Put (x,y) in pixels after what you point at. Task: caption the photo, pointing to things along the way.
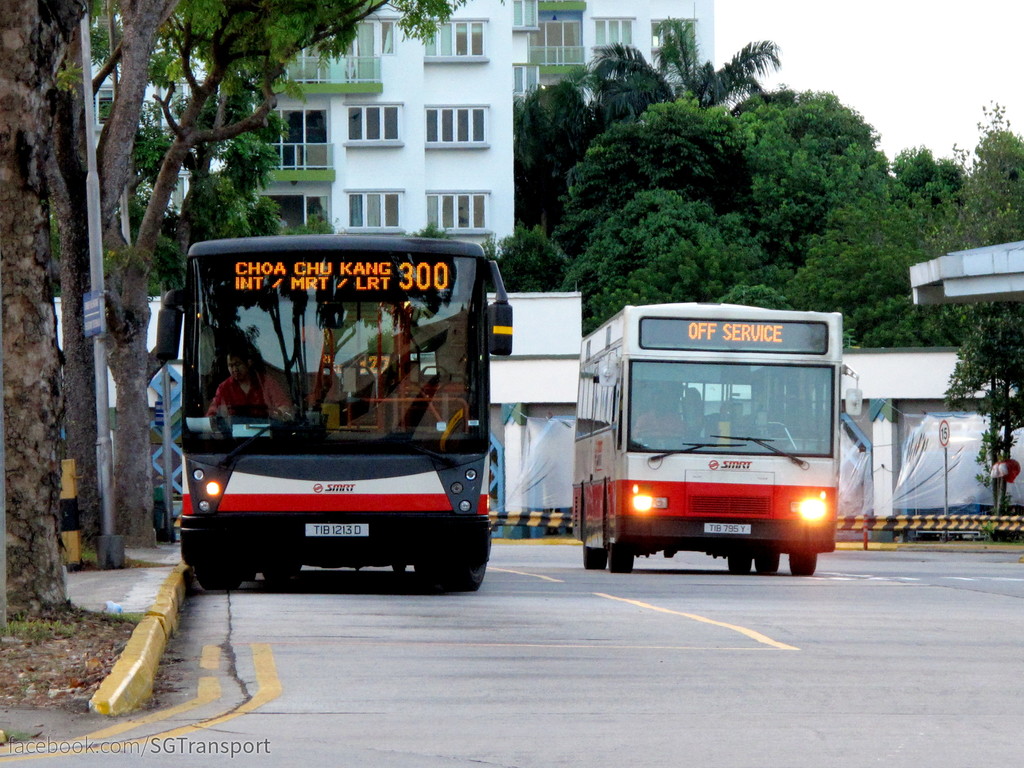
Here we can see few people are in the two vehicles (442,376) and riding on the road (659,669). In the background (427,147) there are buildings (511,428), windows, poles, trees (1002,449), sign board poles (945,459) and sky (818,65).
